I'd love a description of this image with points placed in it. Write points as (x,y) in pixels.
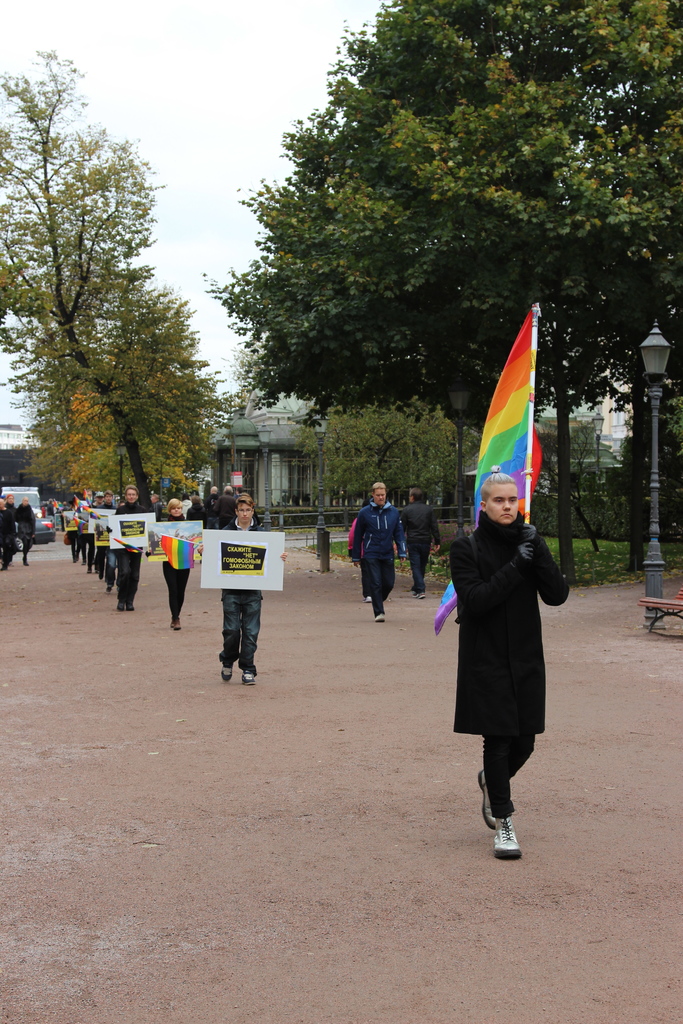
In this image I can see few people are holding boards (161,548) in the hands (108,528) and walking on the ground (269,706) in line. On the right side (490,632) a person (498,672) is holding a flag (505,417). In the background (362,454), I can see the plants (362,448) and buildings (288,440). On the right side (652,388), I can see a street light (653,493) which is placed on the road (621,610). At the top of the image (229,95) I can see the sky (229,95).
